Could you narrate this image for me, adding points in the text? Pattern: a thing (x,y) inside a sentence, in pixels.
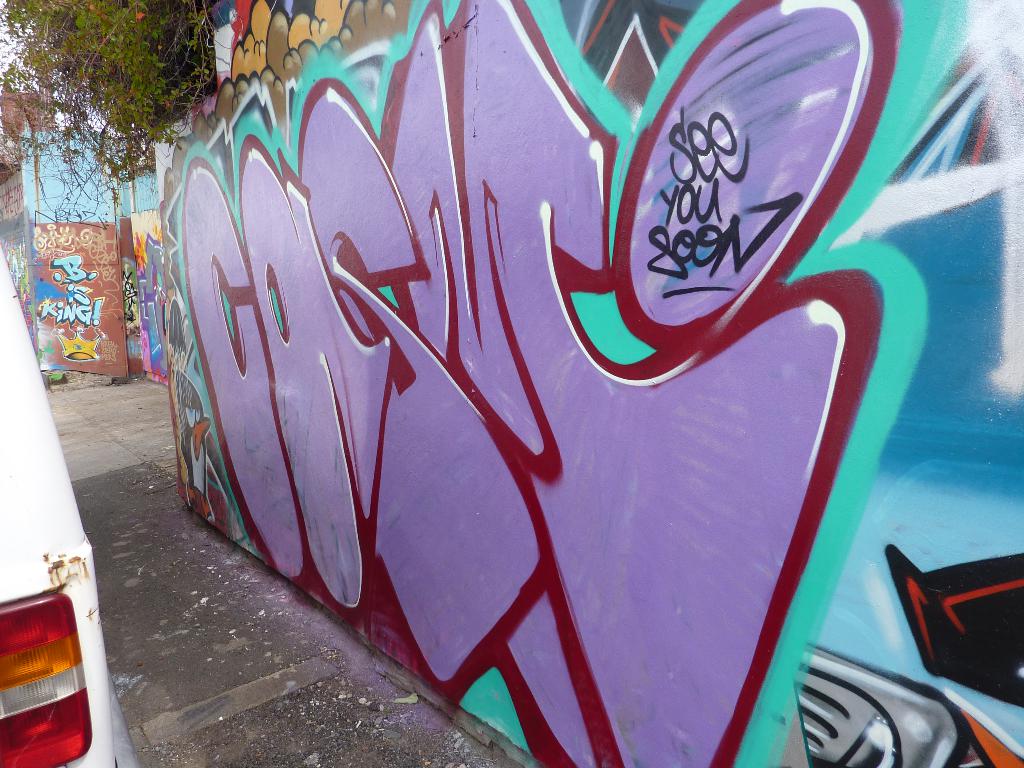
In the given image i can see a painted wall (437,231) with text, vehicle (37,540) and tree (144,107).
